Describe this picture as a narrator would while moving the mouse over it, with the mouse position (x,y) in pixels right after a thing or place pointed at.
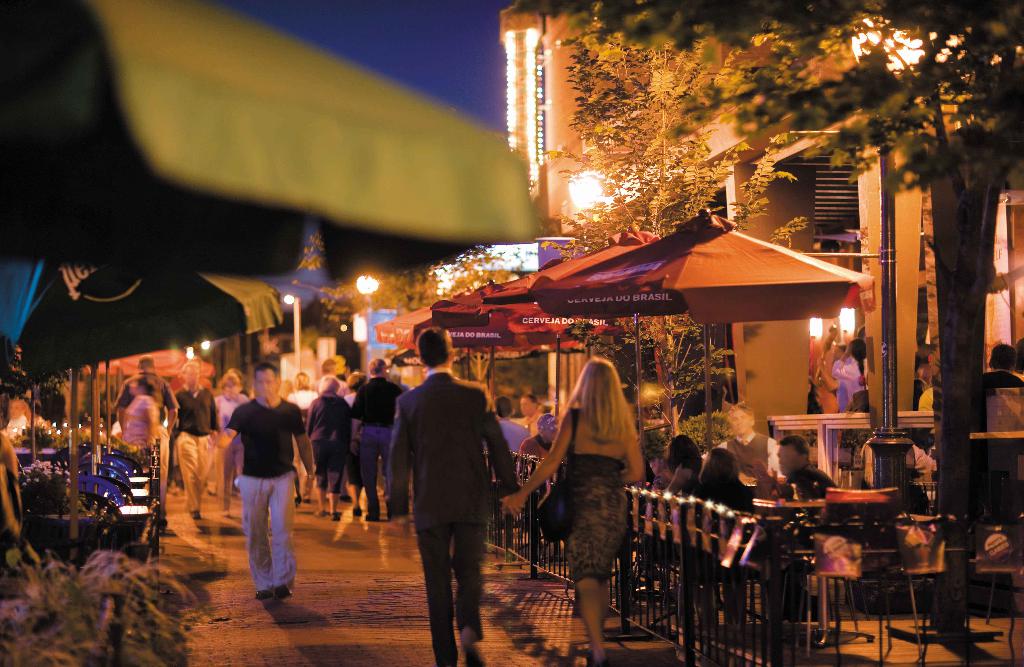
In this image few persons (379,438) are walking on the lane (428,629). A woman (593,468) carrying a bag (564,491) is holding a person (450,463) hand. Beside them there is a fence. Behind there are few umbrellas (490,358) in which few persons (684,470) are sitting on the chairs (860,543) before tables (784,503). There is a pole (889,480), beside there are few trees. Behind there is a building (846,430) having persons (853,385) in it. Left side (36,590) there are few plants (52,613), behind there are few chairs (85,485) and tables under the umbrella (101,307).
